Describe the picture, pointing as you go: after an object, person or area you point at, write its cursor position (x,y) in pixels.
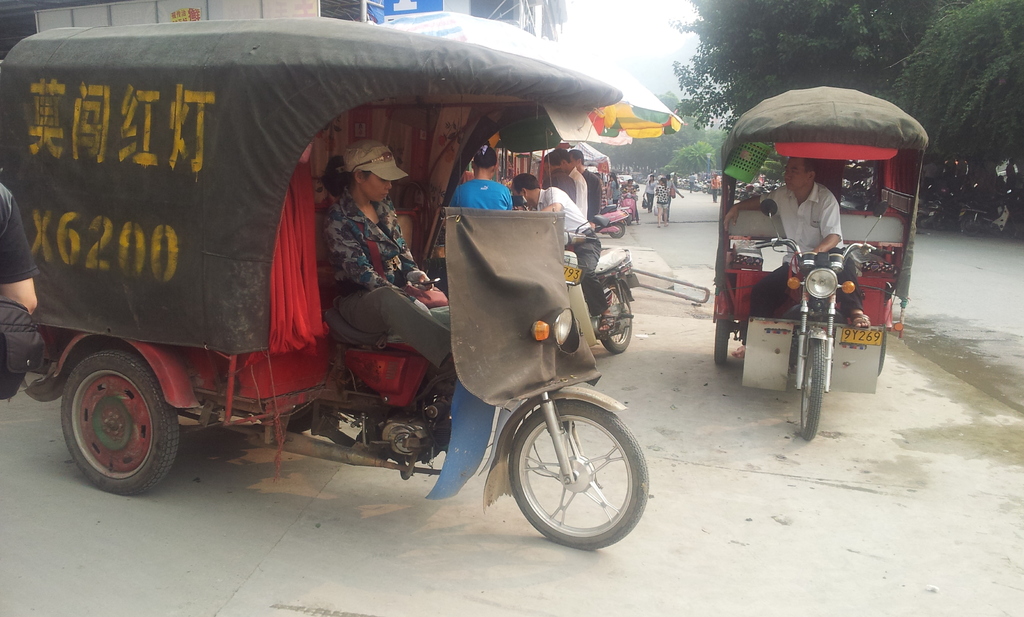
In this picture we can see a group of people (670,198), vehicles (515,245) on the road (699,231), trees (752,75), umbrellas (589,128) and some objects (437,8) and in the background (637,58) we can see the sky (637,58).
